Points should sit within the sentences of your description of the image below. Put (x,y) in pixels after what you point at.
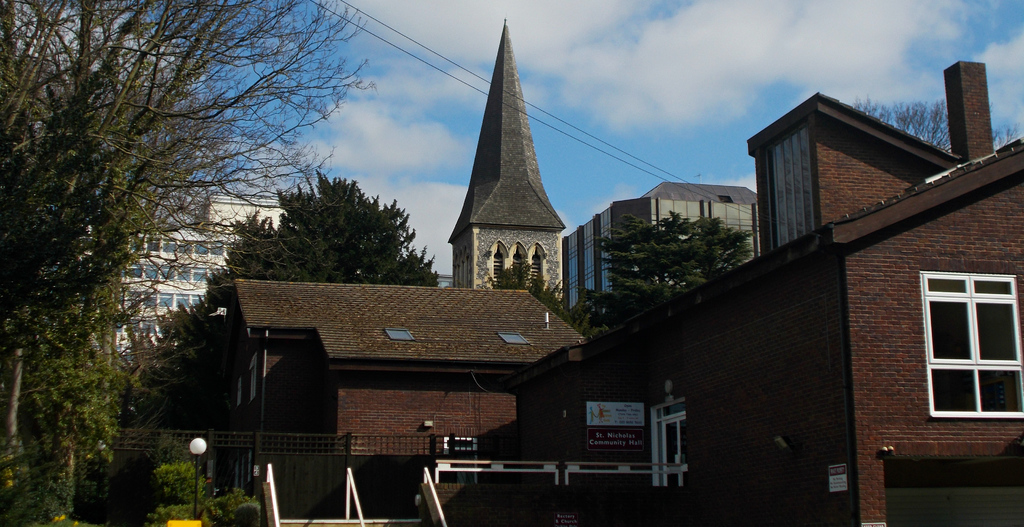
In this image we can see buildings (471,278) with windows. Also there is a name board (625,429). And there are railings (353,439). And there is a light pole (195,455). Near to the buildings (150,282) there are trees (730,237). In the background (544,74) there is sky (559,48) with clouds (656,61).
